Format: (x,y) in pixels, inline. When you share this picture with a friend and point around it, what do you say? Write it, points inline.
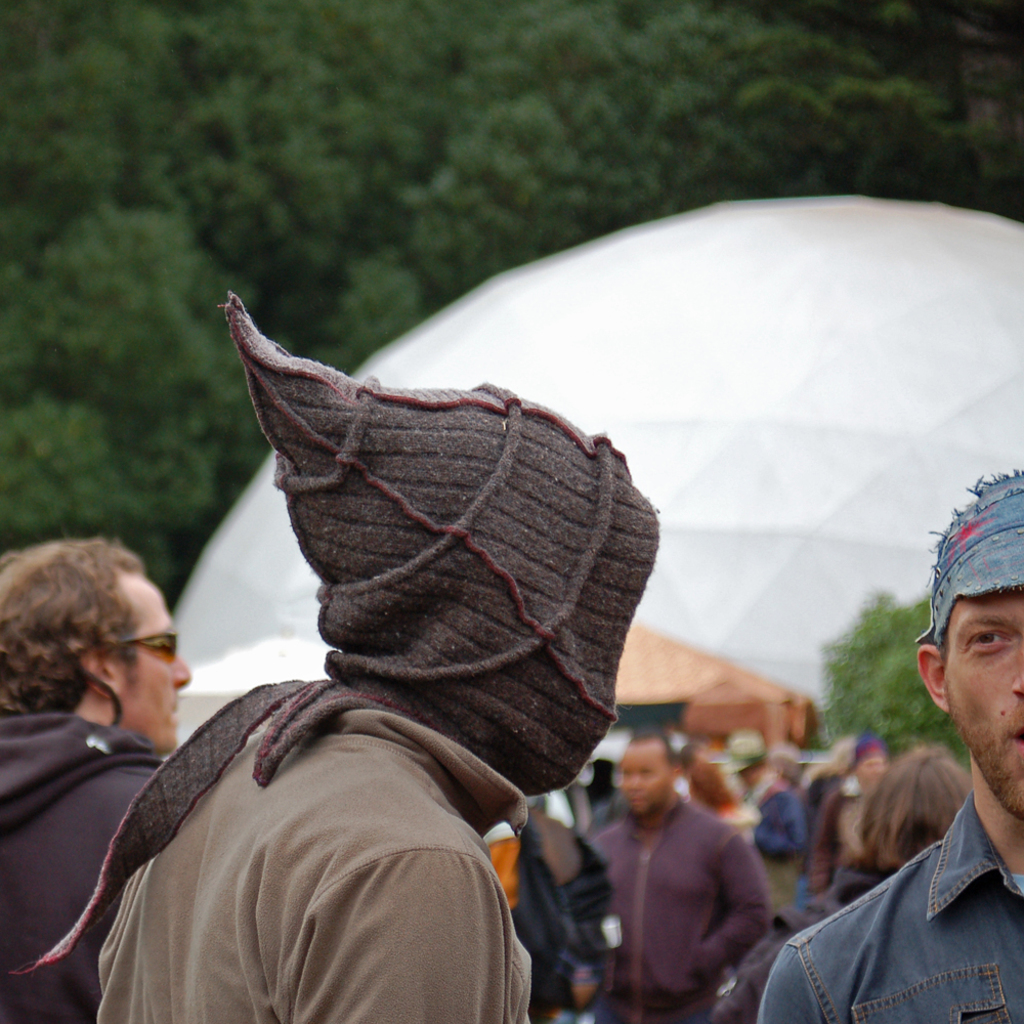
In this image, we can see a group of people (537,886). Few are wearing caps (488,681). Background (998,430) we can see a blur view. Here there is a white color object (765,492) and trees (50,0).
